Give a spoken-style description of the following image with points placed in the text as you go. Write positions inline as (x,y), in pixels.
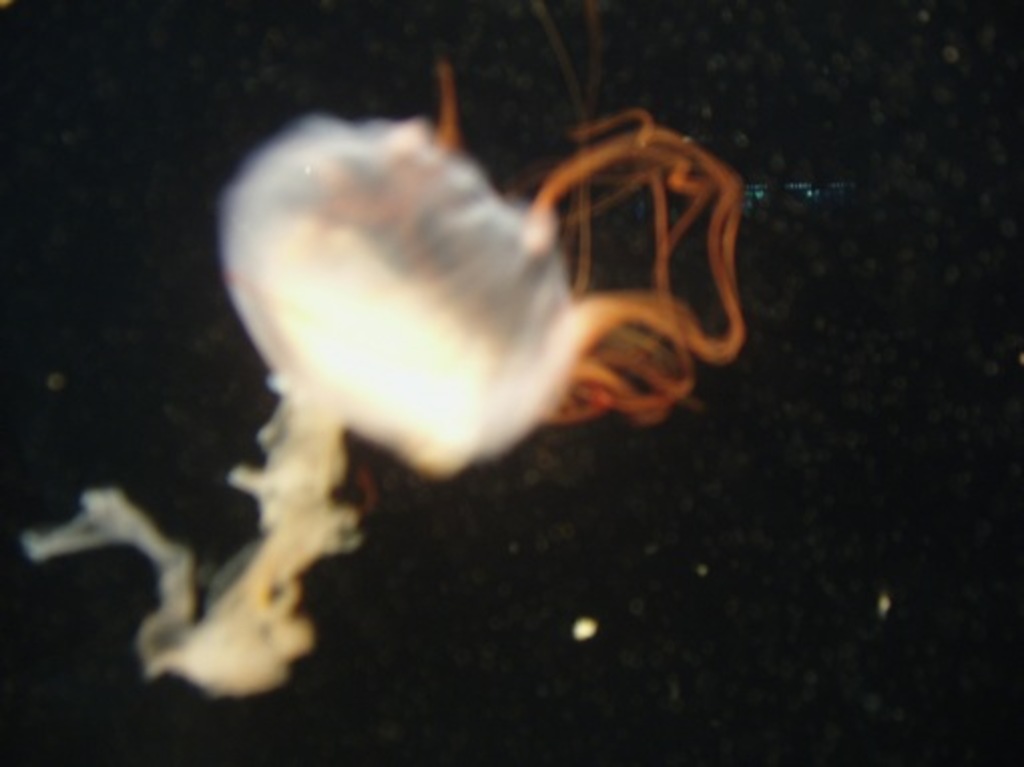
In this image I can see the jellyfish (377,321) and the fish (407,339) is in white, cream and brown color and I can see dark background (31,184).
